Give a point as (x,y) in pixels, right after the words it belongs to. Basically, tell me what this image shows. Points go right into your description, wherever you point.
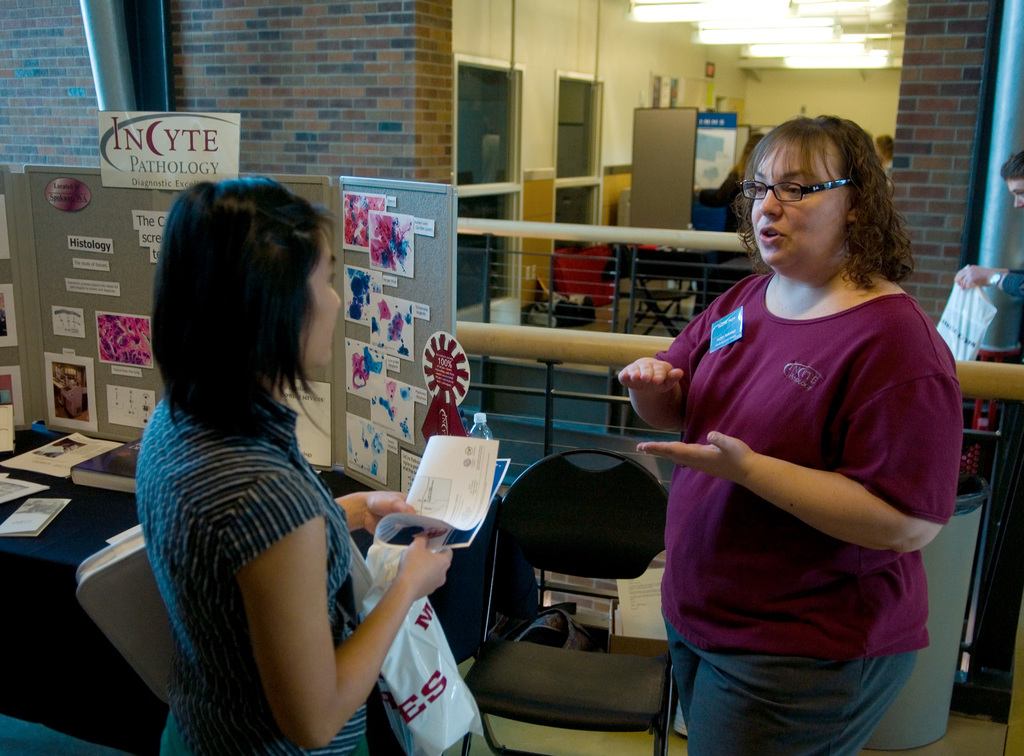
In this image there are two persons (316,588) standing in middle of this image (670,445) and there is one another person (963,279) standing at right side of this image (1001,288) is holding a cover (972,322) and the left side person (307,569) is holding a bag (418,640) and some papers (450,503). there is a wall (450,153) in the background (371,116). There is a chair (556,686) at bottom of this image (510,689) and there are some boards (344,374) at left side of this image (100,407) and there are some books (104,469) kept on the table (52,521) which is at bottom left corner (58,534). There are some lights (809,44) at top of this image (809,19) and there are some doors (570,208) as we can see at top of this image (520,206).
